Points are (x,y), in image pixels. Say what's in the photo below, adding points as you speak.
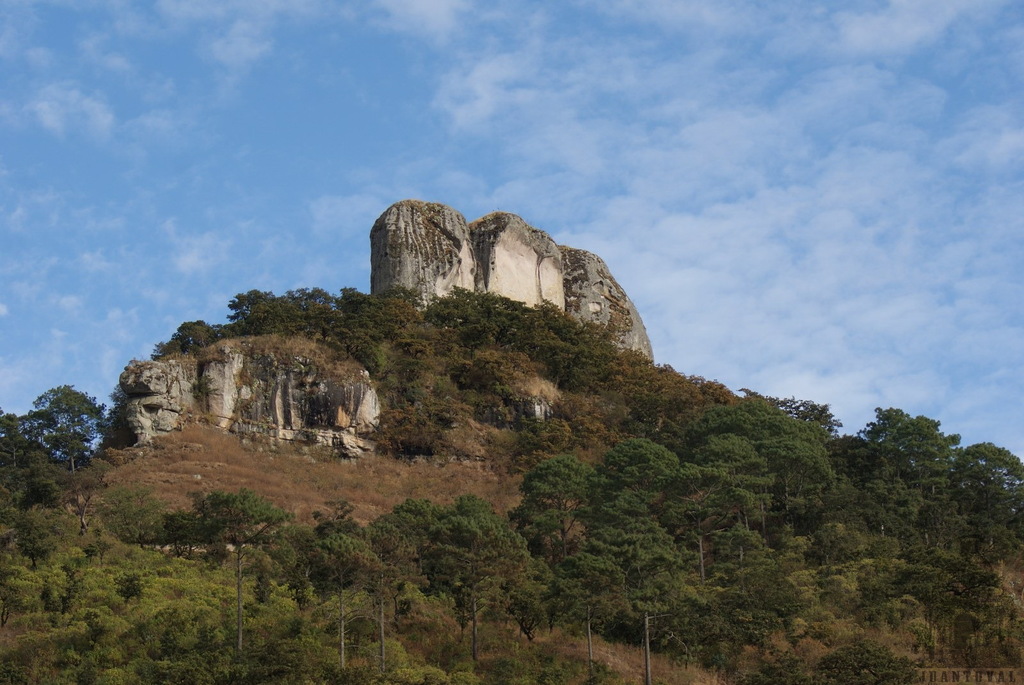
In this image there are trees (659,480), mountain (489,370) and blue sky (483,165).
